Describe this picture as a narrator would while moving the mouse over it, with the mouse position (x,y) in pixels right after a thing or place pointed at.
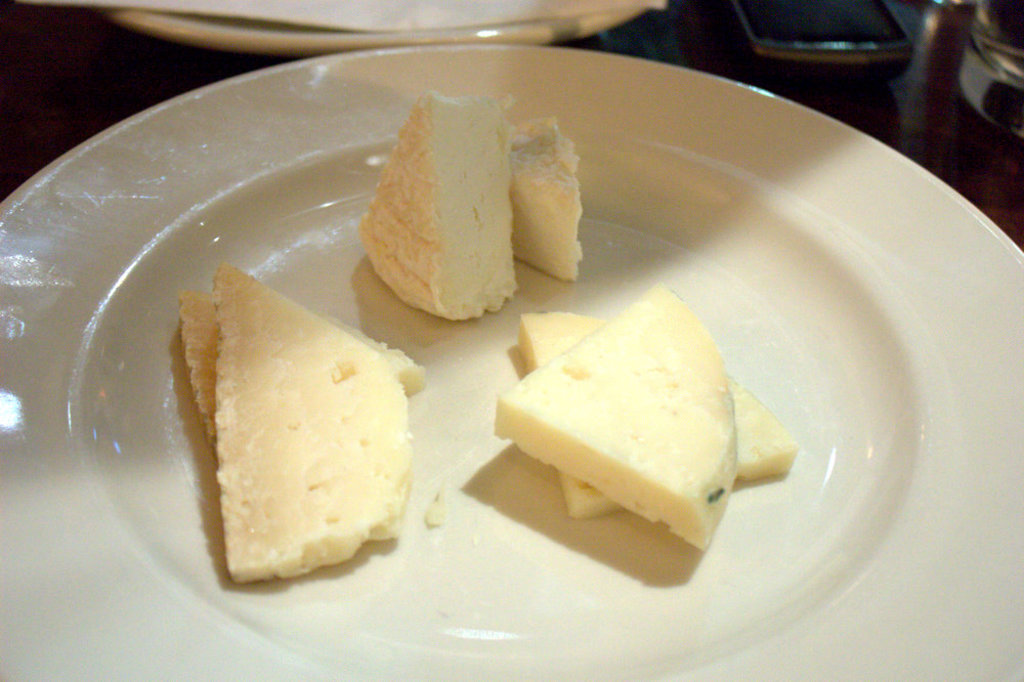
In this picture I can see there is some food (393,495) in the plate (478,455) and there is another plate (470,34) in the backdrop (607,23), there is a mobile phone (864,11) and a glass (967,83) of water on the table (828,109).
